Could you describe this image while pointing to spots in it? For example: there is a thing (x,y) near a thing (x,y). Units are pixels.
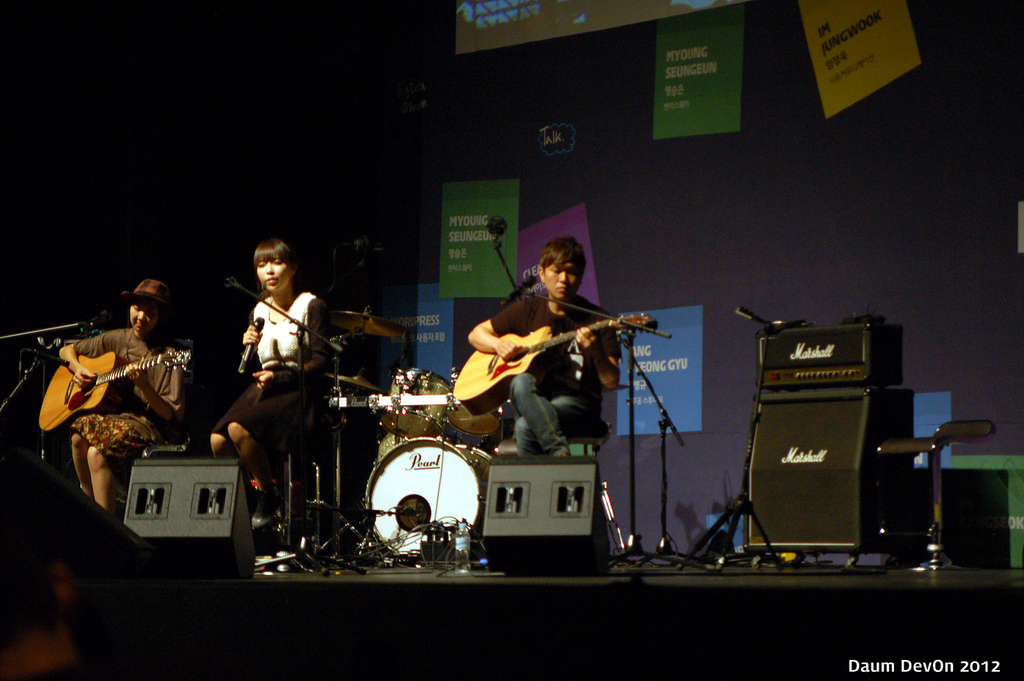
The person (540,319) wearing black T-shirt (530,305) is holding a guitar (556,340) in his hand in front a mike (528,292) and the person (319,300) wearing black and white dress (310,302) is singing in mike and the person (131,351) wearing brown dress (130,333) is playing guitar (89,382) and there is also drums (418,440) in the background (413,427) and there is a banner (640,237) in the background (686,249) with something written on it.
